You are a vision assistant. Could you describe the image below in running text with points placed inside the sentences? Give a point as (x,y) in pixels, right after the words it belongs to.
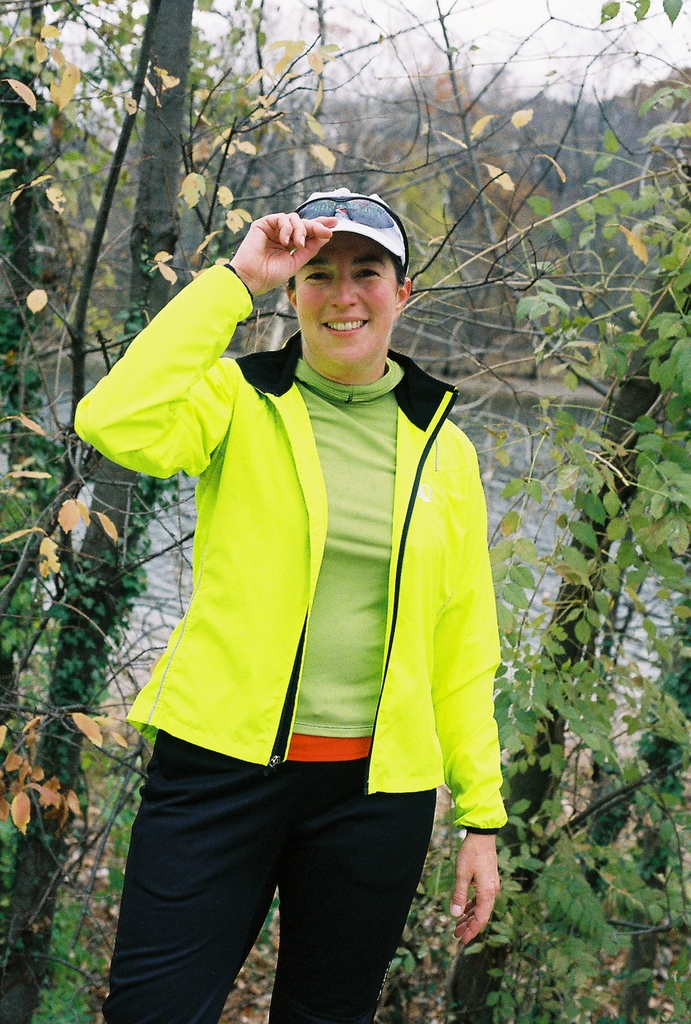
In this image a person (378,419) is wearing a green colour jacket (215,443) is standing on the land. She is wearing a cap (342,221) having goggles (342,206) on it. Behind her there are few trees (20,225) and water (527,454) which is beside the land (533,386). Top of image (674,58) there is sky (465,59).
